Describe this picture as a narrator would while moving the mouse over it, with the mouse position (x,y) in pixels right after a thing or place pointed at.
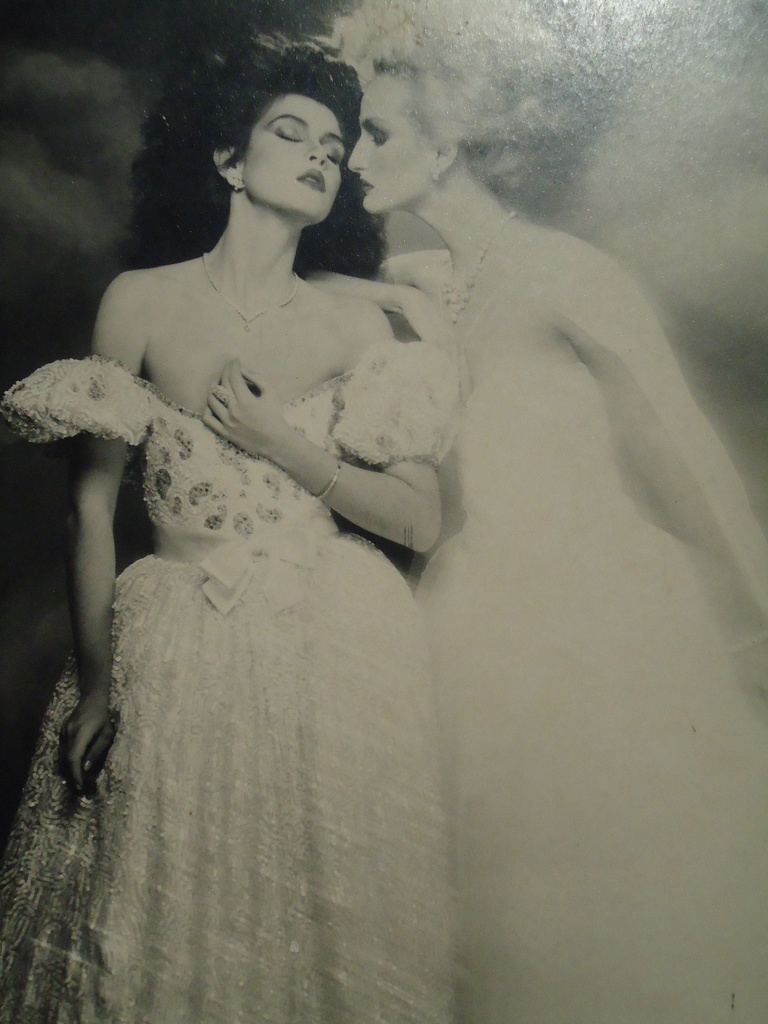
Here we can see a graphical image, in this picture we can see two persons (433,226), it is a black and white image.
